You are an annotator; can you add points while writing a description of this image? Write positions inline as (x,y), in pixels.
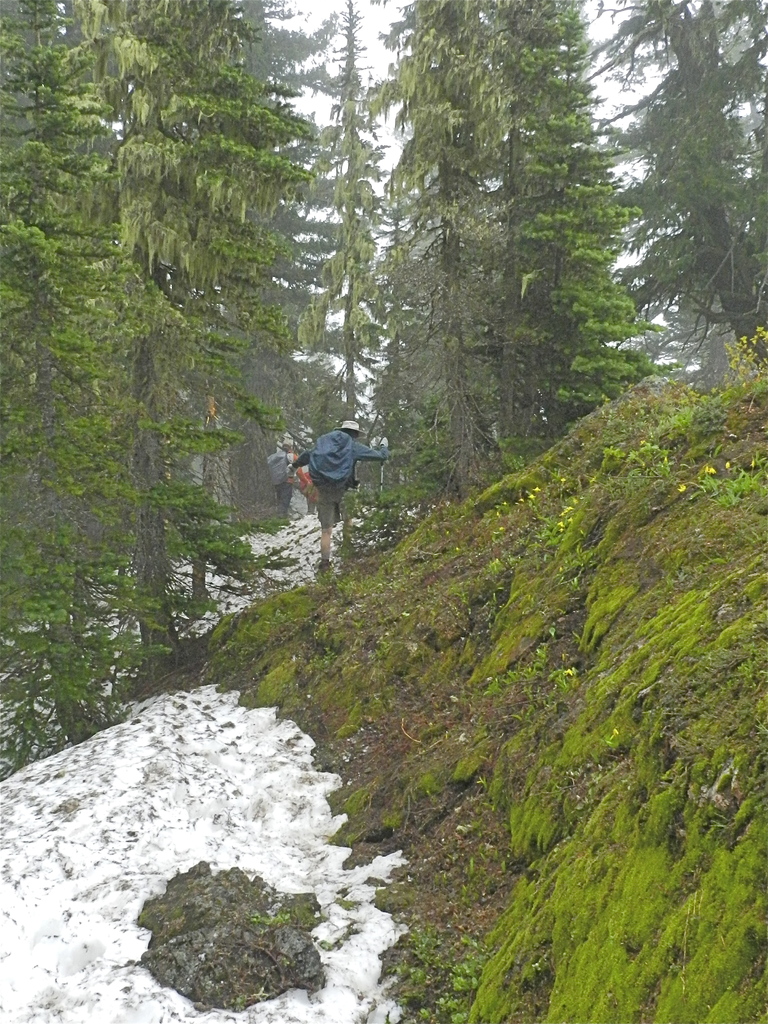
In the background of the image (325,229) there are trees (485,264). There are people (284,450) walking. At the bottom of the image (57,905) there is snow (123,999). To the right side of the image (656,924) there is grass (645,670).
